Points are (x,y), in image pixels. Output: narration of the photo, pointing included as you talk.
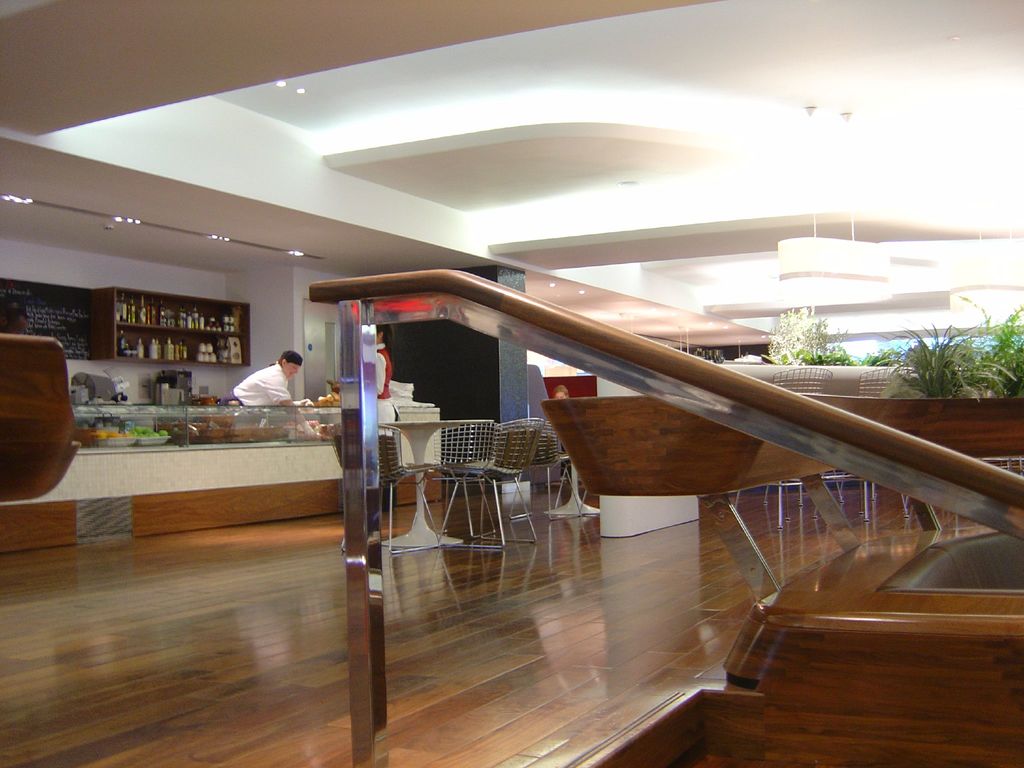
In this picture we can see chairs (467,444), plants (1011,358), lights (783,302), table (626,432), bottles (123,302) in racks (221,363), trays (132,437), poster (51,316) on the wall (46,262) and some objects (854,642) and in the background (242,394) we can see three people (242,394) and a person (282,374) standing.
